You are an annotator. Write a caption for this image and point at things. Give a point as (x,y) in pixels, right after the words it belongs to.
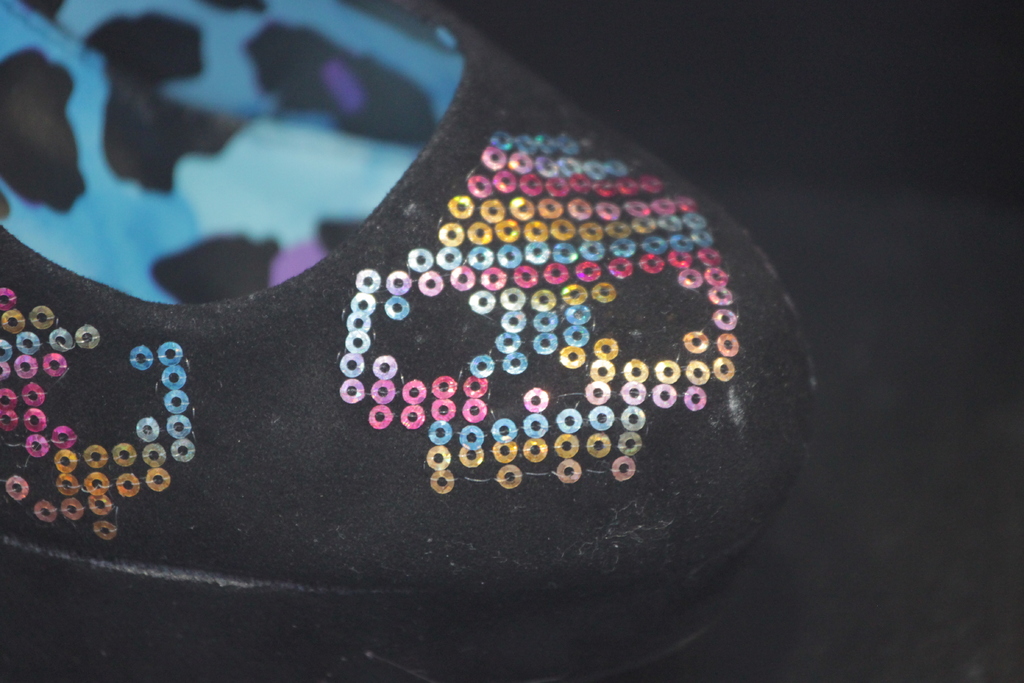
In this image there is a shoe (594,188), in the background (608,35) it is dark.
